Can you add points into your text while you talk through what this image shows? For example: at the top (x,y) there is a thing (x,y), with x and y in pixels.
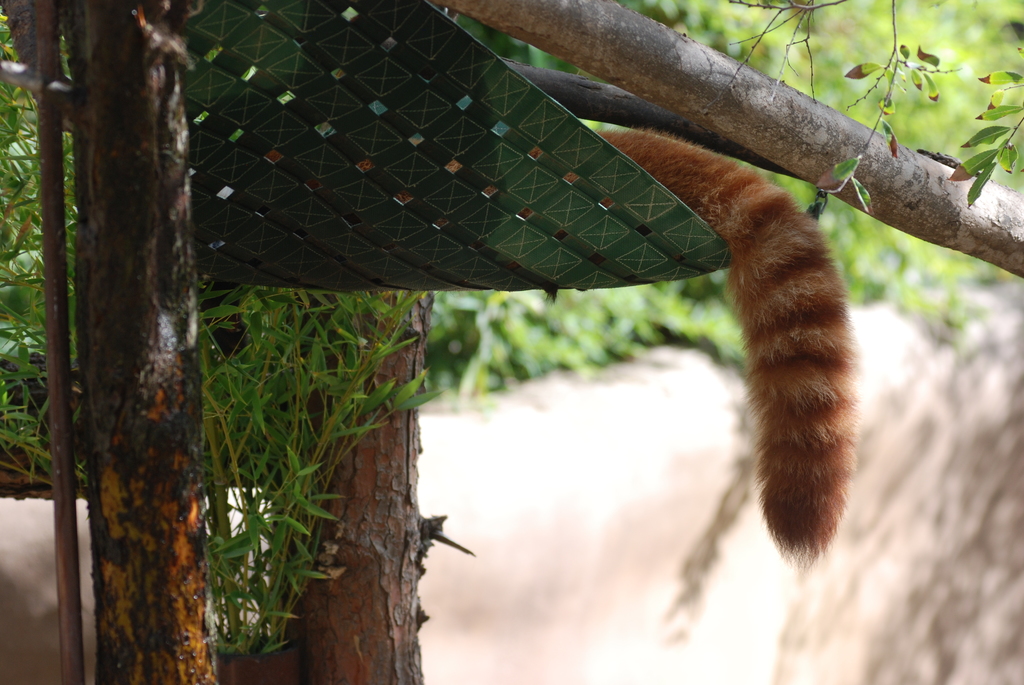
In this image we can see tail (755,183) on the sheet (409,201). On the left side of the image (149,8) we can see trees (18,27) and leaves (409,391). In the background (700,311) we can see trees (825,148) and plants (546,307).
